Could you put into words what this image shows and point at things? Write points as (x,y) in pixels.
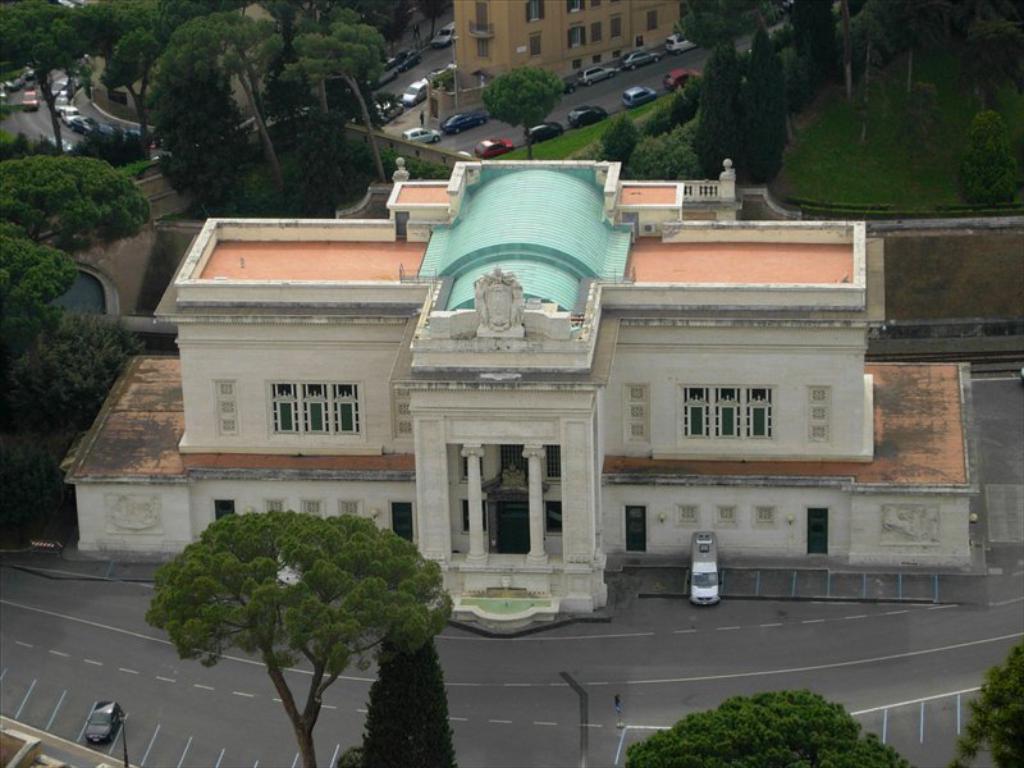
In this image we can see buildings (729,325), there are vehicles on the road (174,747), there are poles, trees (731,4), also we can see the grass (854,108).
